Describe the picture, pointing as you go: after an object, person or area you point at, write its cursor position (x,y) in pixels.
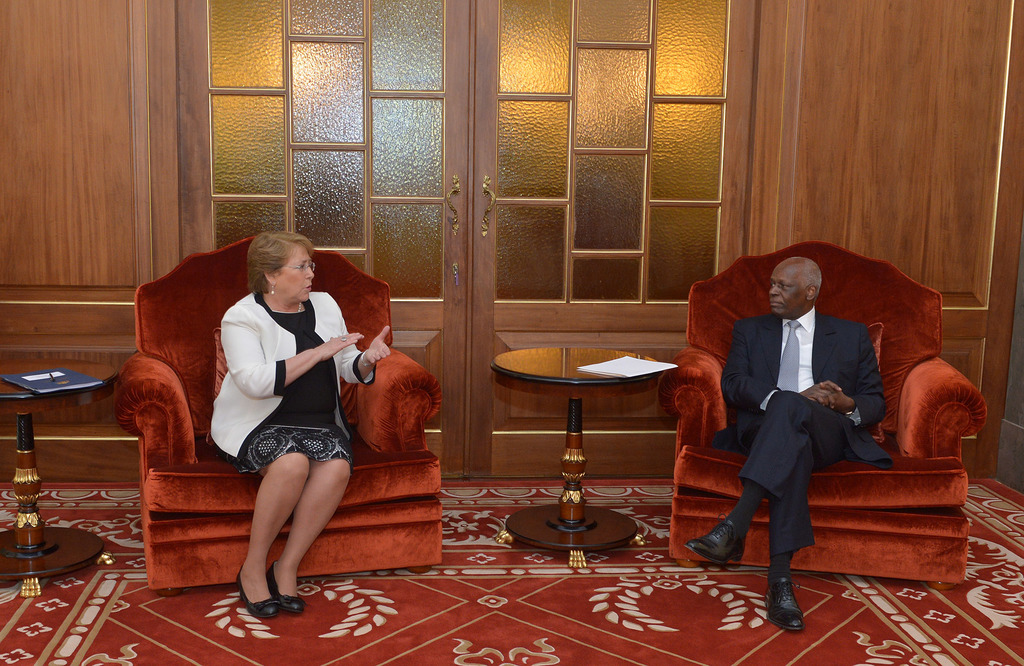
Two persons (764,347) are talking in a room (465,484). She is sitting in a chair (196,382) and he is also sitting in a chair (681,419). She is explain something, is listening the matter. We can see the background (487,270) there is a door (719,201) and cupboard (783,174). There is a two tables (572,403). The above of the table (587,358) is paper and file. He is wearing shoes (785,596) and she is wearing shoes (276,584).
